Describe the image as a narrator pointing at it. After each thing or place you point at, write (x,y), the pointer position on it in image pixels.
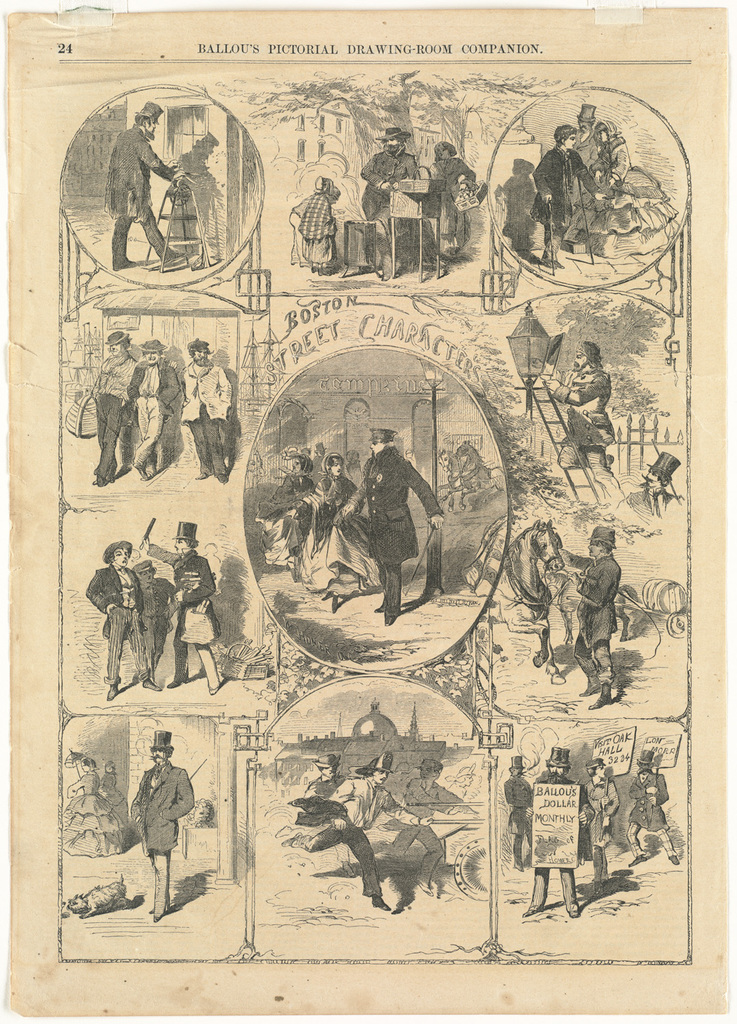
In this picture I can see there are a few images of the few persons (181,570) standing, walking, holding a horse (525,563), holding banners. There are few trees (592,310) and buildings (203,313), there is something written at the top of the image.
